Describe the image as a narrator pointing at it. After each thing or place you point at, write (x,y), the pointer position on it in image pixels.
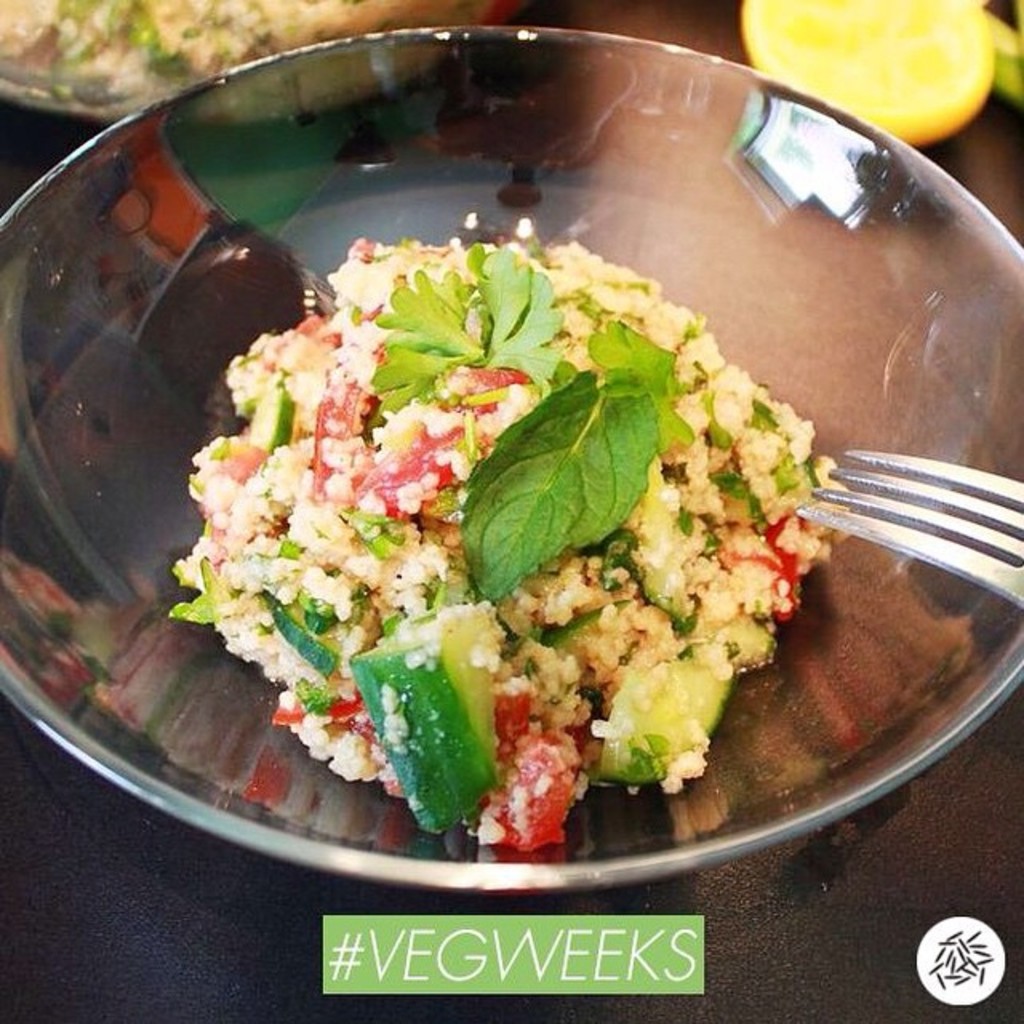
This image consist of food (421,330) which is in the bowl (1007,473) and on the right side (931,541) there is a fork (981,539). On the top right (896,64) there is an object (915,49) which is yellow in colour and there is some text (549,956) written on the image.
